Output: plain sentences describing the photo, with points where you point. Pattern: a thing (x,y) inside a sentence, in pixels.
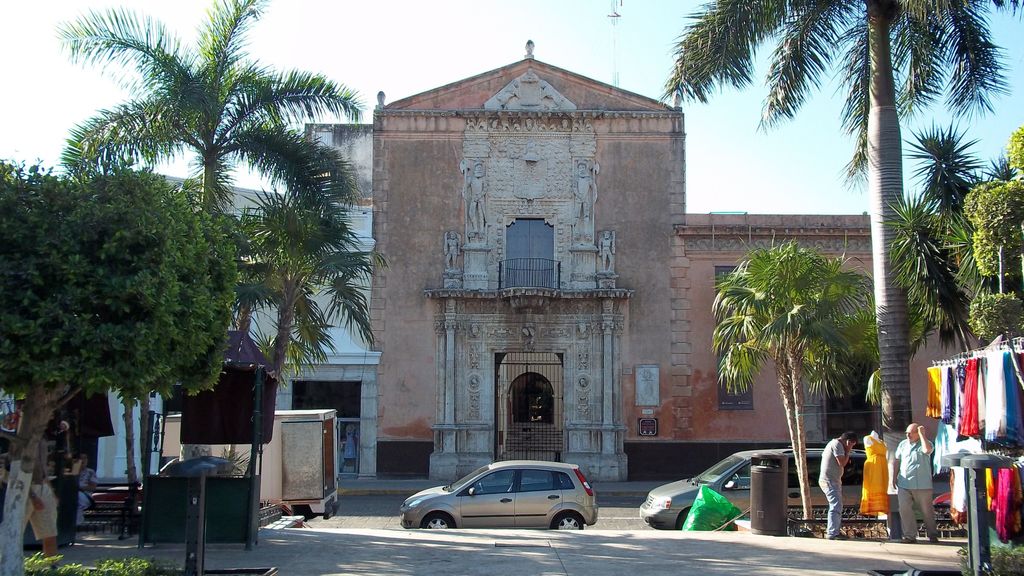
In the picture we can see old building (413,440) on it we can see some designs (468,188) with a railing gate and near it we can see three vehicles (294,442) are parked and on the other side of the road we can see a path (410,575) on the two sides of the path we can see some plants (128,570) and trees (107,159) and near it we can see two people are standing beside them we can see some clothes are hanged to the stand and in the background (82,82) we can see the sky (82,82).
